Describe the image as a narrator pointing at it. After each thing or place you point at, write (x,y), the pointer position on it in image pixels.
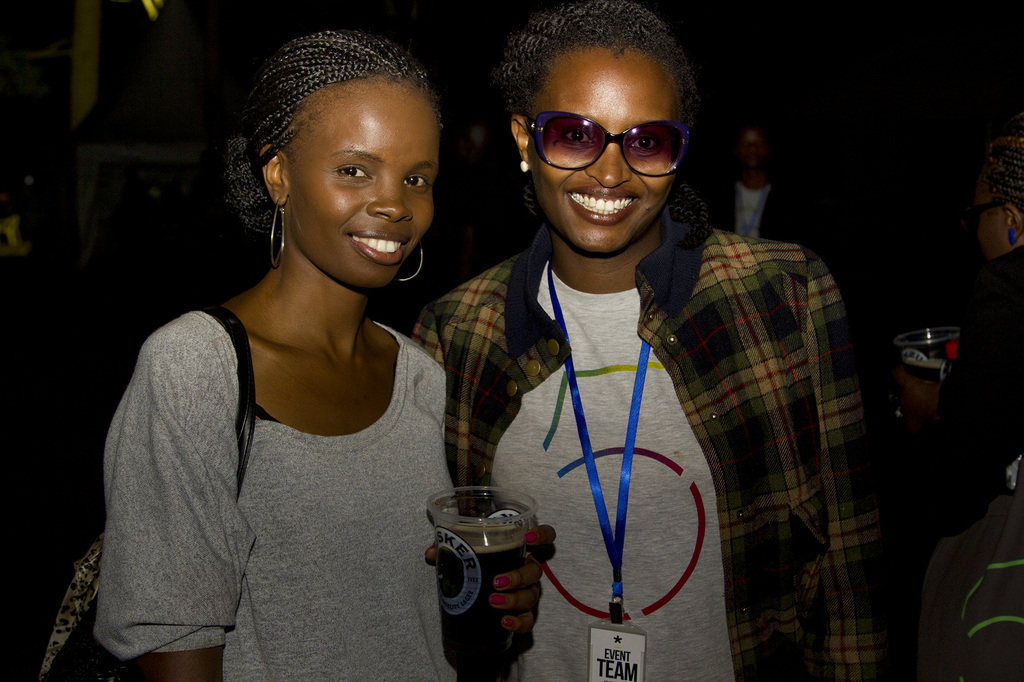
In this image we can see two women (432,357). One woman (327,355) is holding a glass (465,574) in her hand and carrying a bag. We can see one more person (981,462) on the right side of the image (988,547). It seems like a person (764,193) in the background (742,198).
